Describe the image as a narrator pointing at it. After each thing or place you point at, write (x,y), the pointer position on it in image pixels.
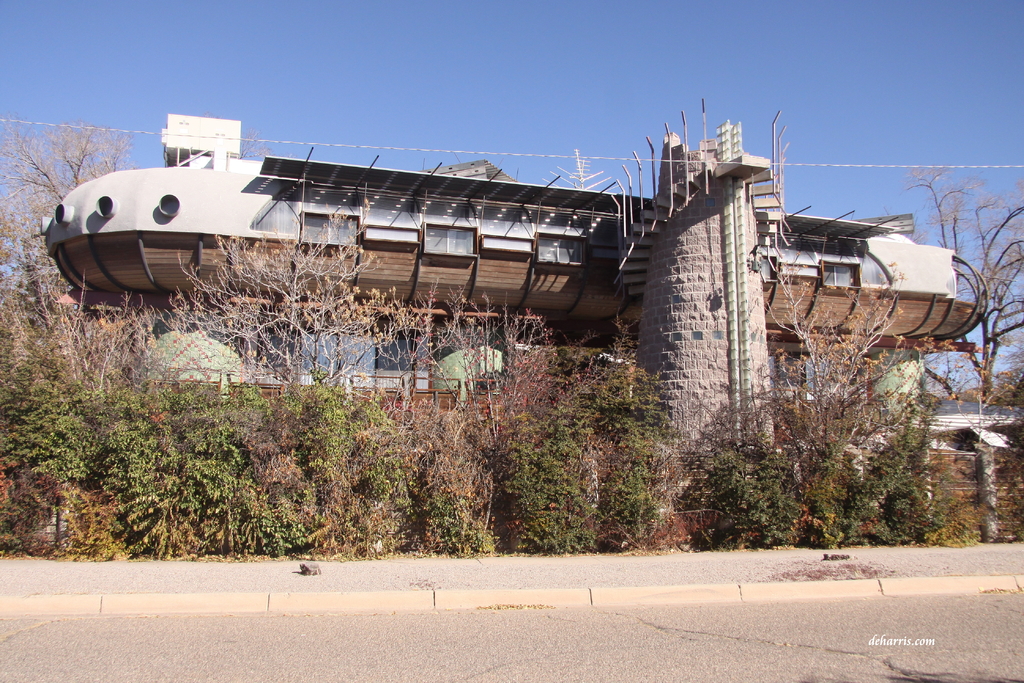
In the middle (433,418) there are trees (411,445) and it is a construction (440,325). At the top (471,77) it is the sky (464,83).
